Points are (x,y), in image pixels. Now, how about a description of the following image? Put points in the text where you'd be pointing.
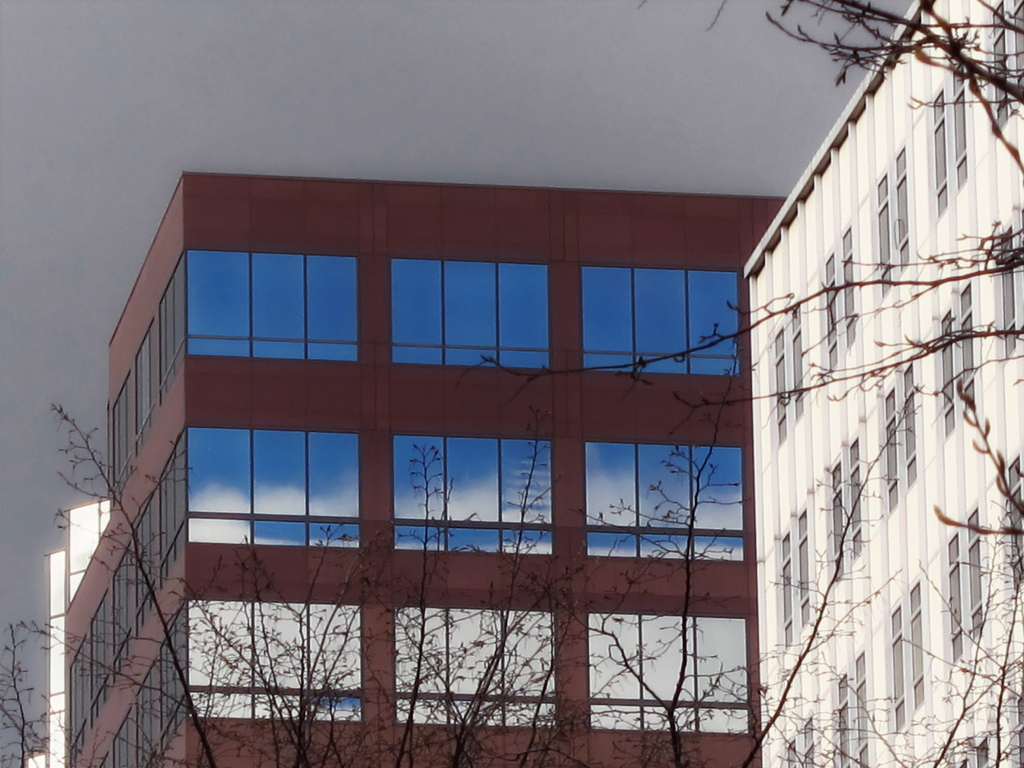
In this picture we can see buildings (756,451), glasses (190,281), and trees (999,753). In the background (707,169) there is sky (147,107).
